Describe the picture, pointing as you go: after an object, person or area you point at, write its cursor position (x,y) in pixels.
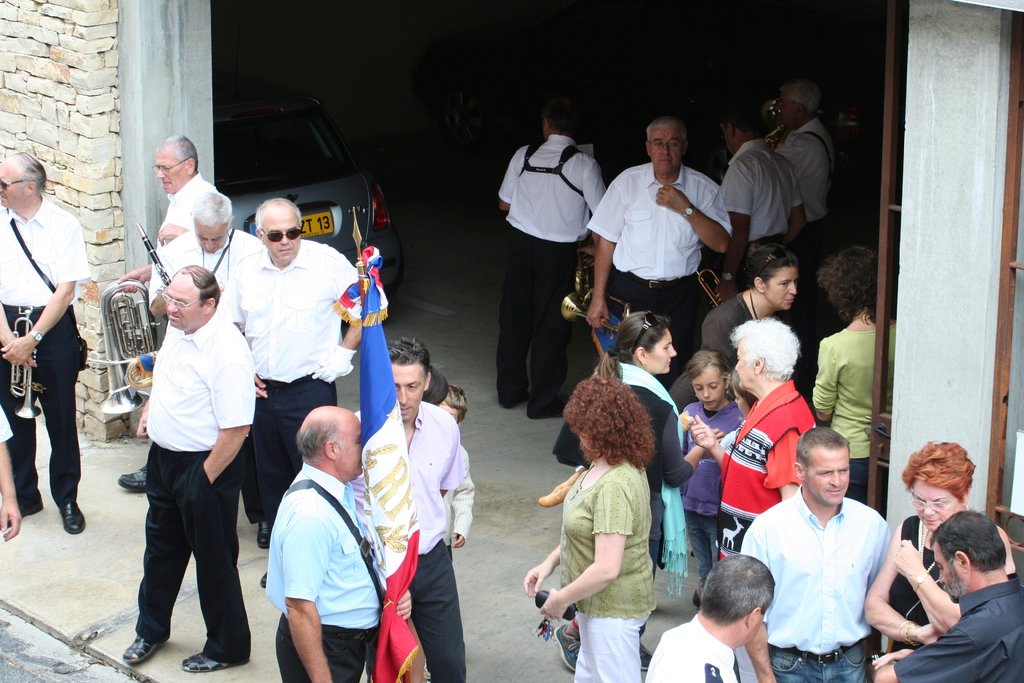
In this image I see number of people (777,380) in which few of them are holding musical instruments (113,339) in their hands (23,336) and I see a car (331,193) over here and I see the path (97,538) and I see the wall (19,32).
